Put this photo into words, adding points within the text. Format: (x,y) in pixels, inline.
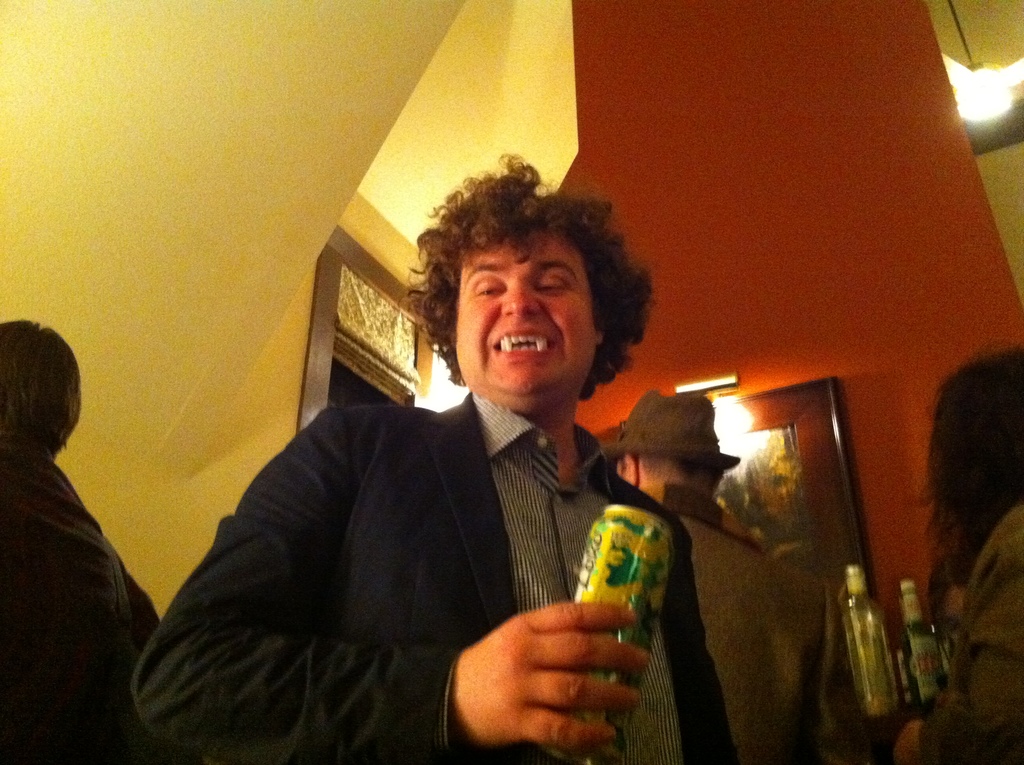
In this image there is a man (461,487) standing and holding a tin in his hand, at the background (672,507) there are group of persons (63,376) standing, bottles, frame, door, light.
